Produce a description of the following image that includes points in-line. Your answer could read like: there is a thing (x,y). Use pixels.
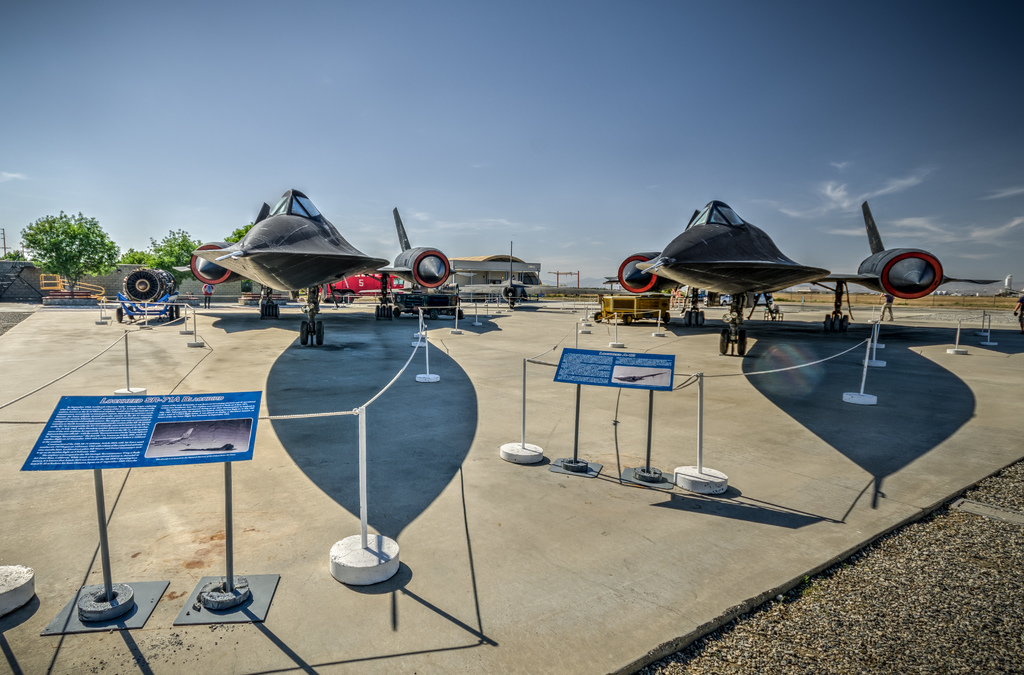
In this image we can see a few people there are boards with some text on them, there is fencing (701,425), there are aircrafts (297,277), trees (35,240), also we can see a building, and the sky (543,227).
